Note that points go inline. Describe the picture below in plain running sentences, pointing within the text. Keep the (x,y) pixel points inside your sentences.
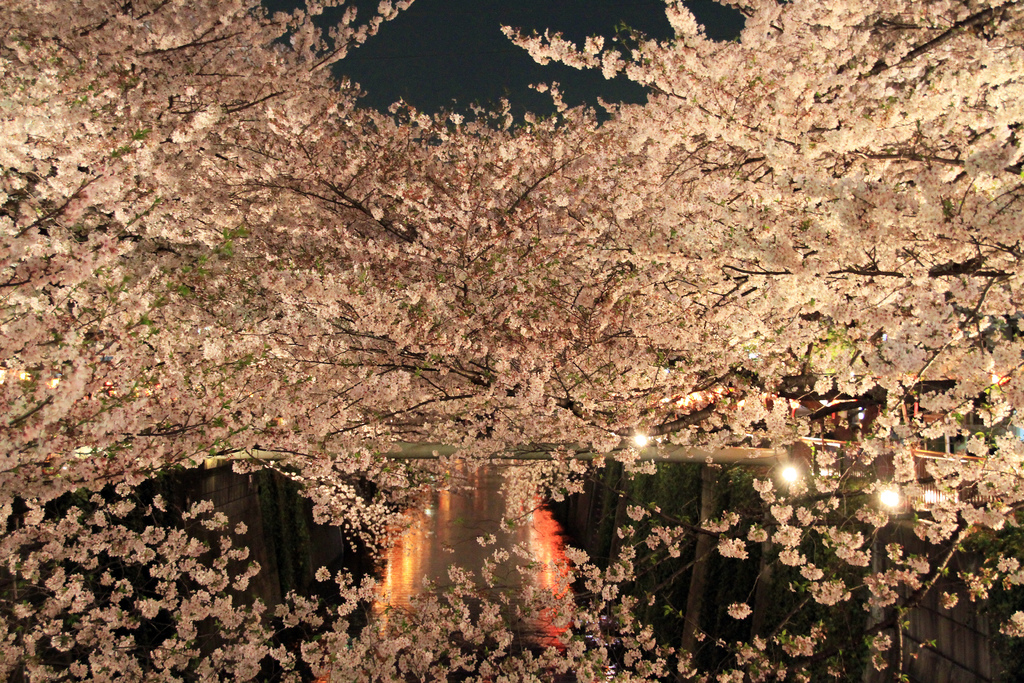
In this image I can see many trees (268,427) and the lights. I can see there is a black background (429,9).
